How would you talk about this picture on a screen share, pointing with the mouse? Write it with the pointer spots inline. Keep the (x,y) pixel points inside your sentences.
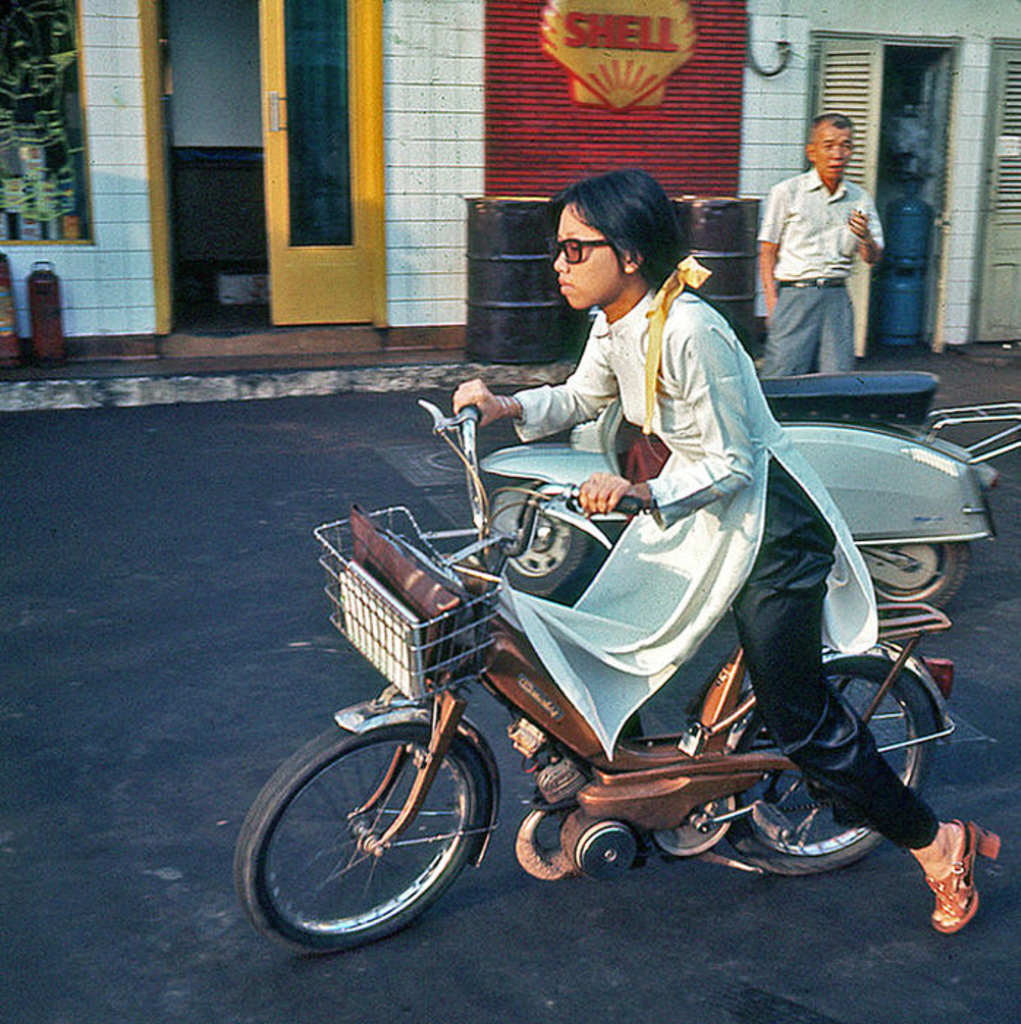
In this image there is one women (596,658) is riding a bike (551,722) as we can see at bottom of this image (473,779). There is one other bike (852,454) is at right side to this women (770,486), and there is one person (815,274) standing at top right side of this image (823,233). There is a house (386,138) at top of this image (342,176) and there are some objects (38,319) kept at left side of this image (56,305). There is a road (203,800) at bottom of this image (214,776).
